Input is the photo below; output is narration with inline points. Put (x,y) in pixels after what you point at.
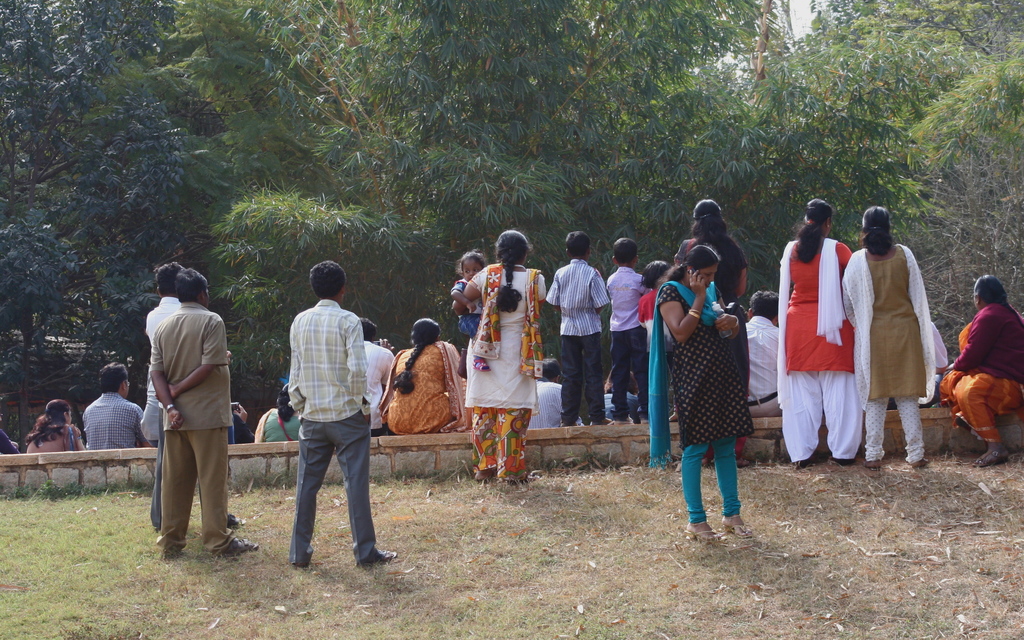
In this image there is ground (528,619) at the bottom (903,536). There are people (1004,314) sitting, standing and there is a wall (230,479) in the foreground (465,438). There are trees (712,187) in the background (815,61). There is sky (796,39) at the top (786,24).
